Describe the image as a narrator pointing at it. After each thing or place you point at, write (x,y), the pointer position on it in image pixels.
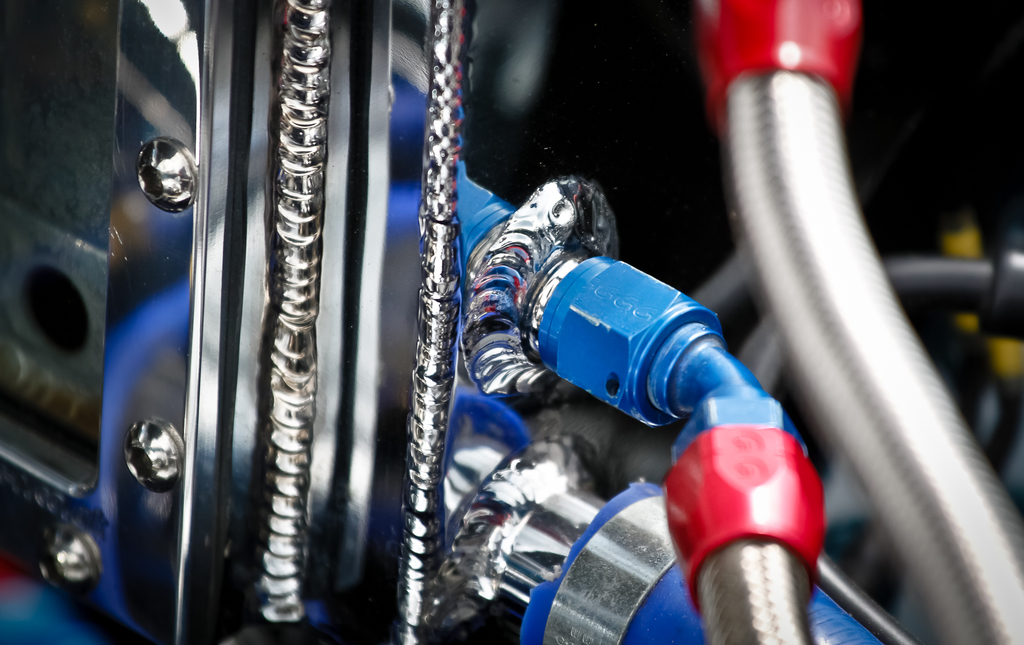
In this picture we can see metal objects (931,464), screws (173,428) and in the background (594,90) it is dark.
